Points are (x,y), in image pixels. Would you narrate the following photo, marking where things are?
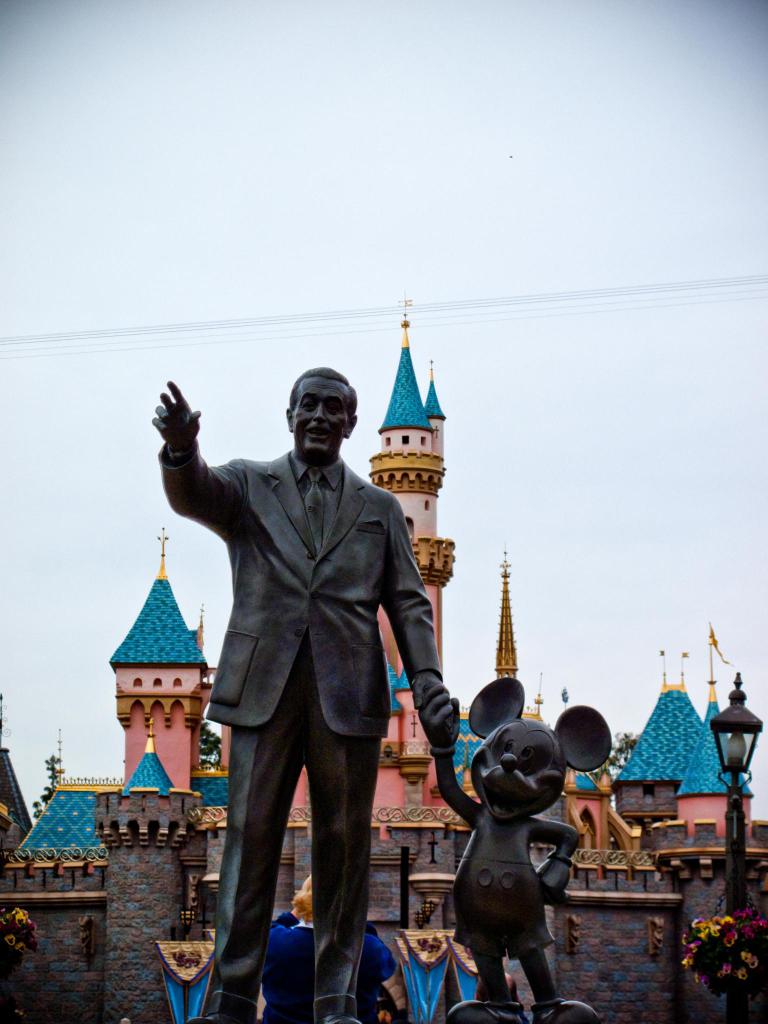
In the foreground of this image (324,801), there are two statues (503,907). In the background (661,836), there is a castle (698,812) and a light pole (728,730) on the right (746,864). At the top (259,124), there is the sky (259,137).
